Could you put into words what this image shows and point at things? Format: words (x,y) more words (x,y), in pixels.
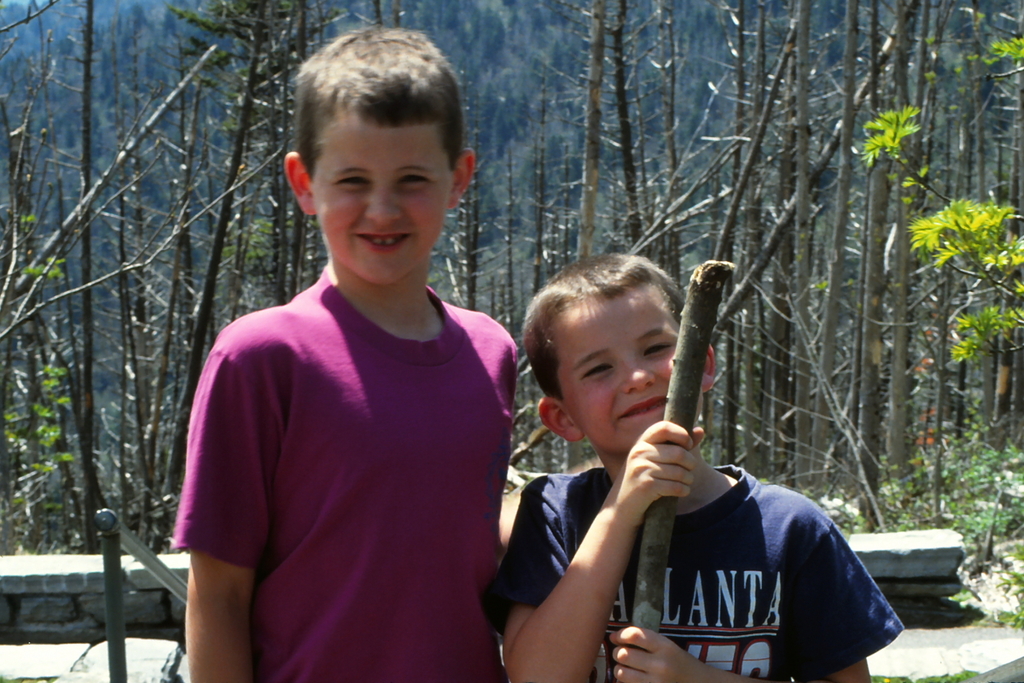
In this image there are two kids (447,558) standing, in the background (239,192) there are trees (728,154).
